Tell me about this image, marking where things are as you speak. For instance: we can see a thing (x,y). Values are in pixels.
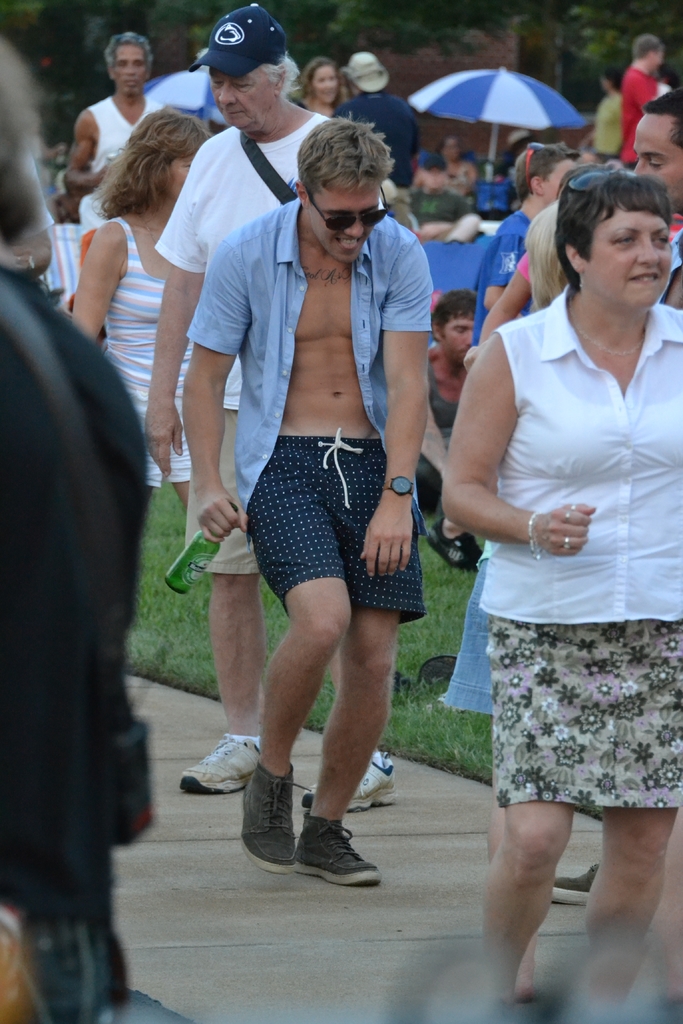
In the image we can see there are people (315,260) standing and a man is holding green bottle (186,567) in his hand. Behind there are other people (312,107) sitting on the ground (148,596) and the ground (148,596) is covered with grass (462,620).
